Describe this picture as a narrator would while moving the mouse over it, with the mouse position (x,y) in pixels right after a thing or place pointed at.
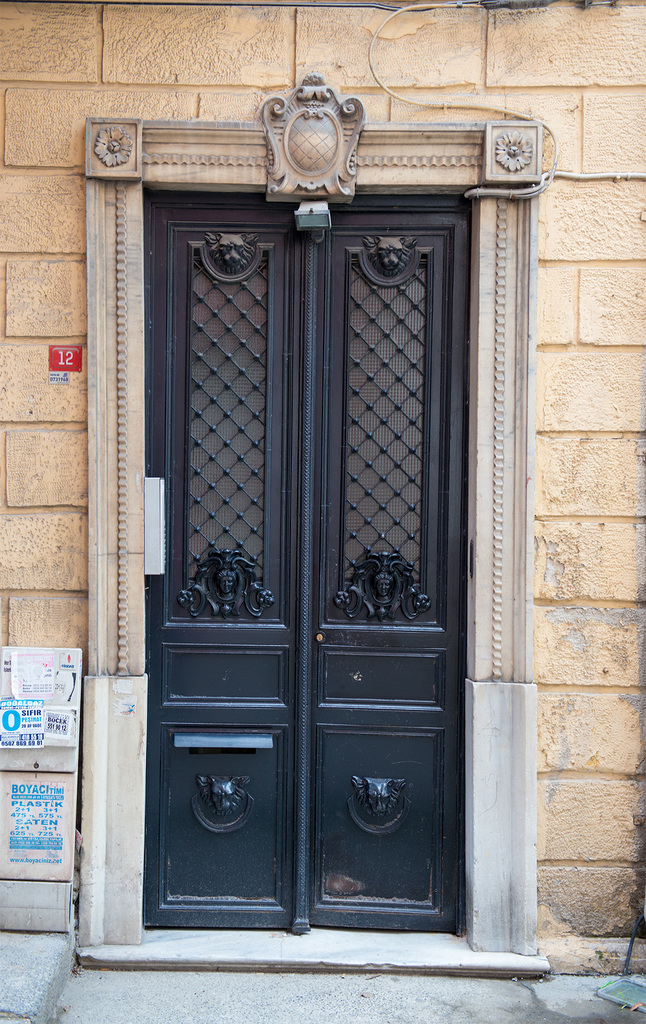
In this image I can see the door (267,383) and the wall (556,56). The door (414,364) is in black color and the wall (556,412) is in cream color. To the left (37,812) I can see some objects (32,789) and I can see some stickers (32,789) to it.
